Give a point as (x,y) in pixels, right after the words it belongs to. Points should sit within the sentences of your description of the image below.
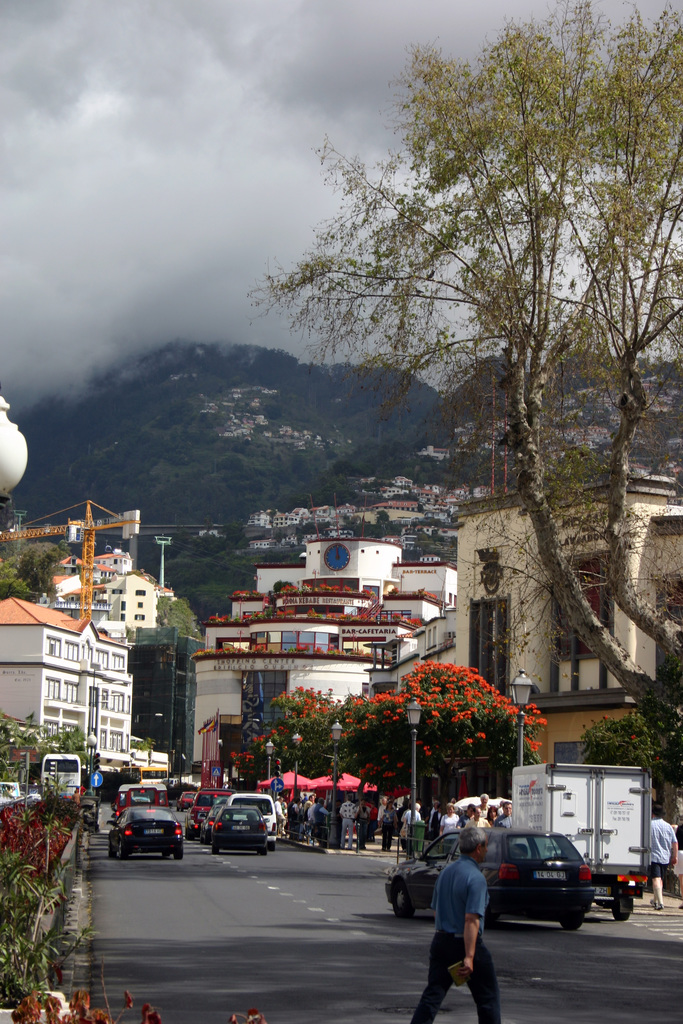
This is a picture of a city (225,527) where there are group of people (396,829) walking, vehicles (187,784) on the road (263,966), buildings (125,687), trees (284,761), plants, lights (6,430), sign board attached to the poles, hills (299,417), sky (232,111).
